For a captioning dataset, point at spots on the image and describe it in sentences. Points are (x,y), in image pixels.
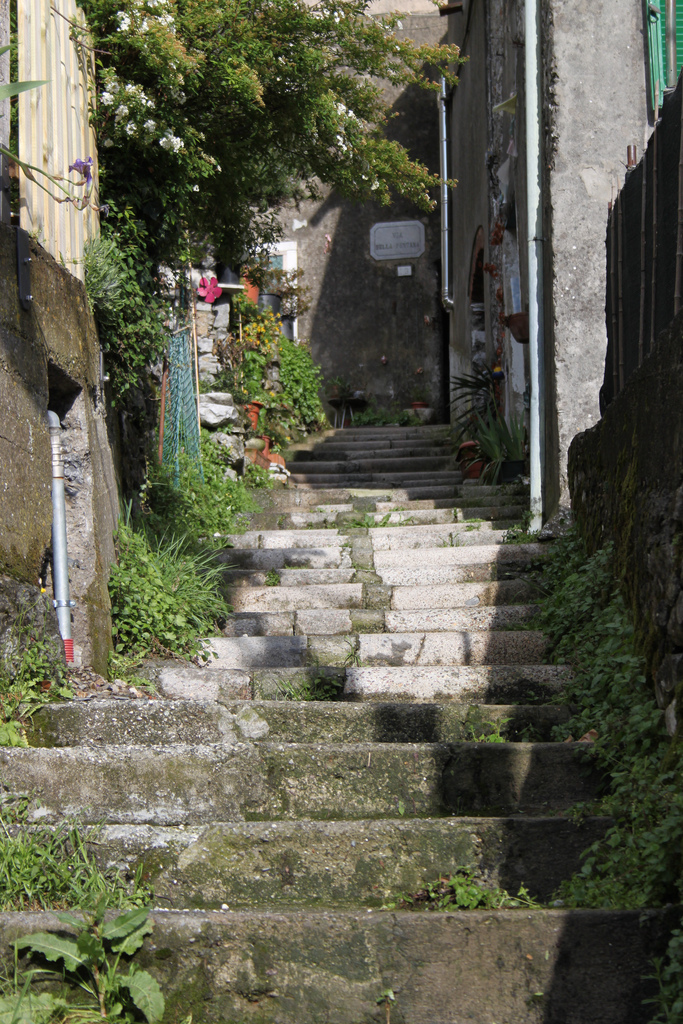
In this image we can see the stairs (346,561). And we can see the plants (215,509), trees (301,129). And we can see the concrete sheets (55,216). And we can see the pipelines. And we can see one board (401,225) and some text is written on it.
